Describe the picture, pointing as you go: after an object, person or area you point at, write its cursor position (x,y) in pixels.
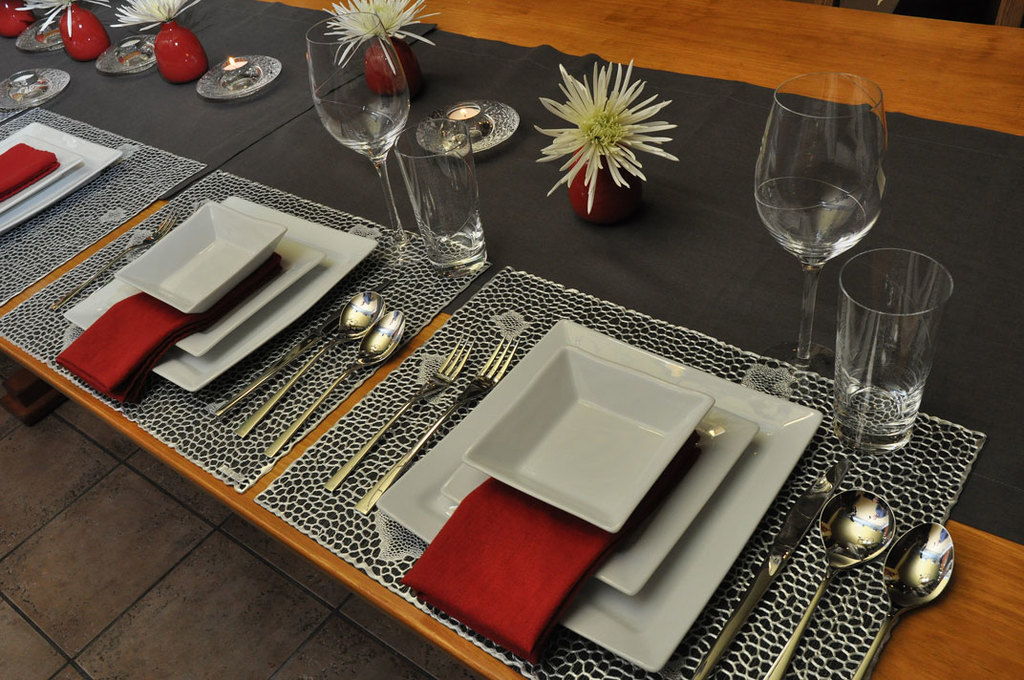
This is a table (237,162). On the table (653,211) there are glasses (356,95), pots (169,54) with flowers (594,136), candle (462,120), plates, spoons (370,335), forks (478,388), knife (794,536), napkins (521,533), table mats (328,506).
